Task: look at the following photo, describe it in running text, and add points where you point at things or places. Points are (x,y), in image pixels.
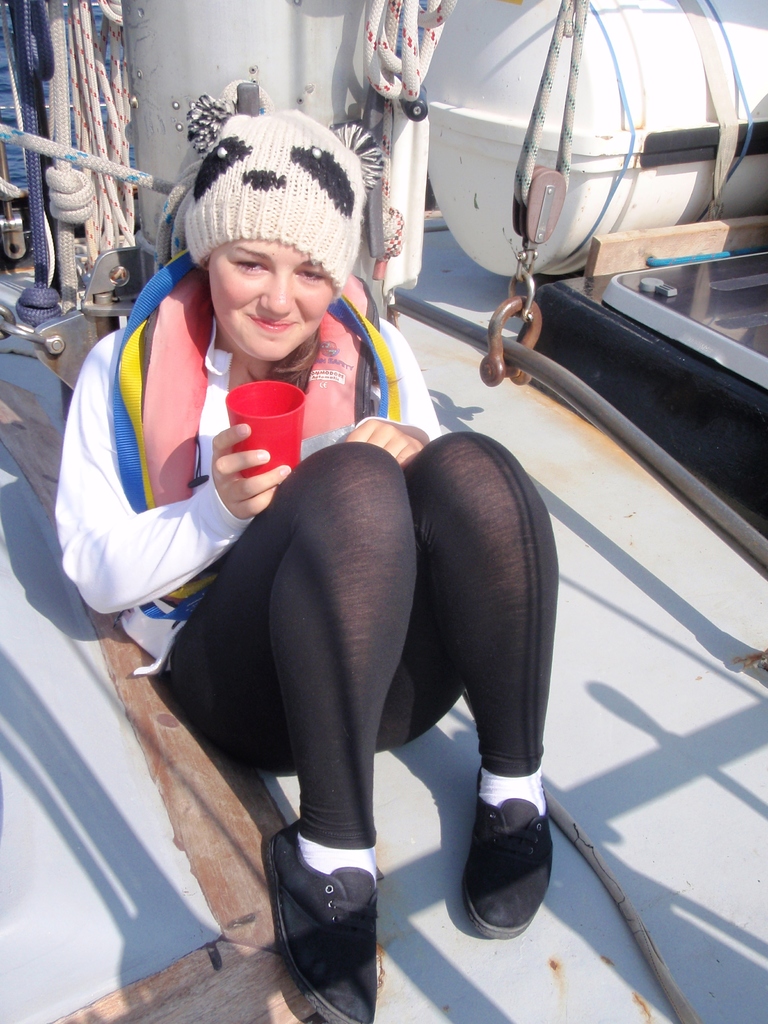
A beautiful woman (226,352) is sitting, she wore a white color coat (140,566) and a black color trouser (397,574). She is holding a red color glass (269,419) in her hands (260,458).
